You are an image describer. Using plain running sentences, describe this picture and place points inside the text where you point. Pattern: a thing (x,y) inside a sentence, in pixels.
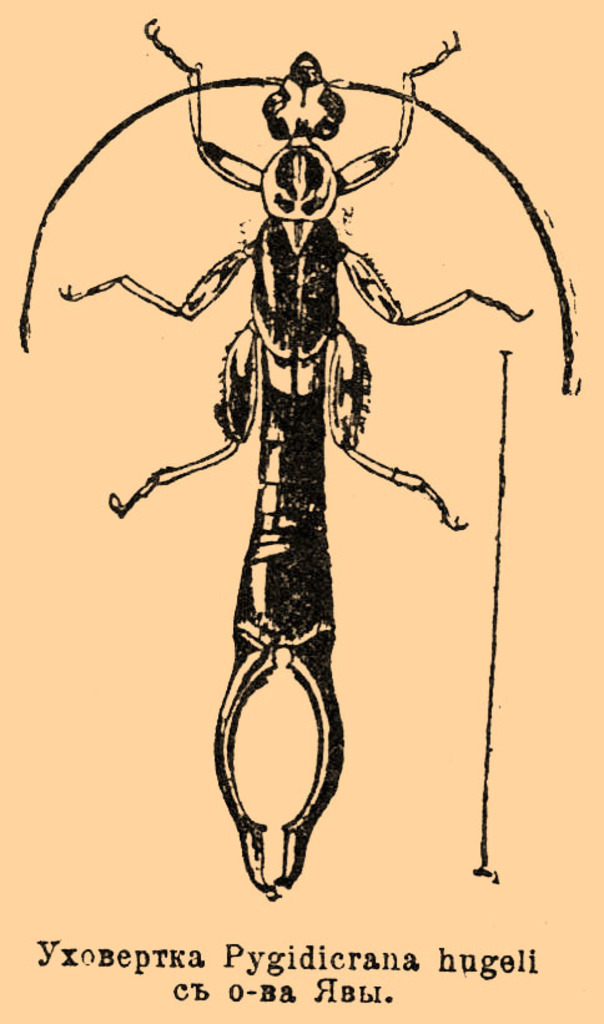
In this image we can see a poster (466,369). On this poster (466,539) we can see picture (302,759) of an insect (258,497). At the bottom of the image (160,954) we can see something is written on it.
